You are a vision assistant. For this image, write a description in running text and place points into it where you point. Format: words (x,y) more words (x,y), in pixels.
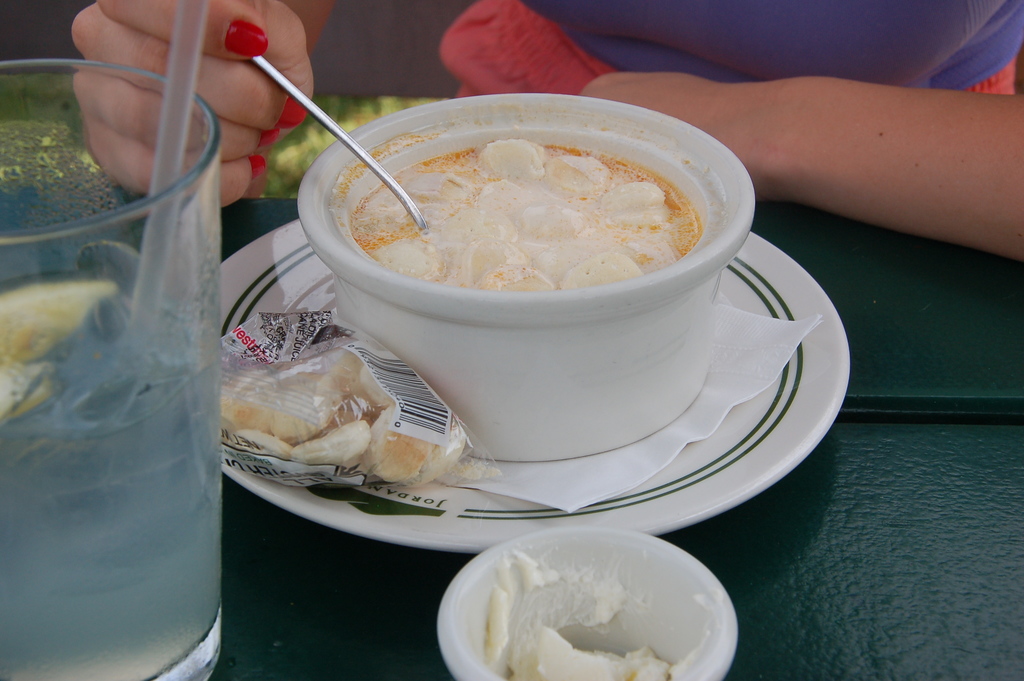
In this picture we can see bowls (602,301) with food (598,256), here we can see a plate (676,468), tissue paper (599,476), spoon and we can see a glass (151,570) with drink (151,562) in it and these all are on the platform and in the background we can see a person's hands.
